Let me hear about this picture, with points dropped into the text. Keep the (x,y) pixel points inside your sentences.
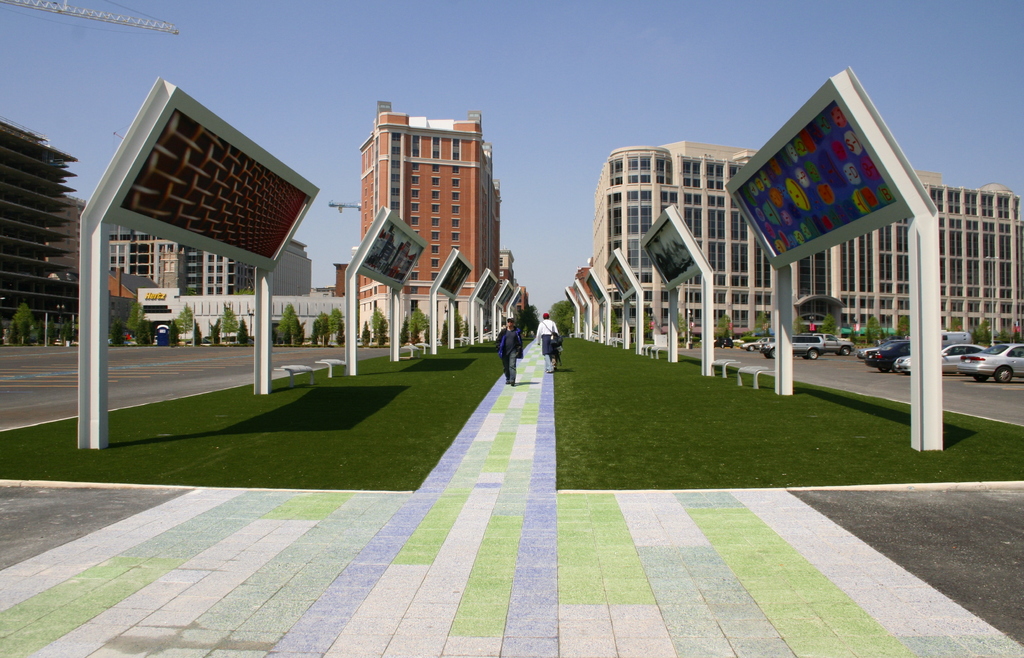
In this picture I can see there is a walkway (519,363) and there are few people (544,345) walking on it, there is grass (399,431) on the both sides of the walkway (507,463). In the backdrop (565,215), there are trees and there is a building (25,197) on left side (27,214), it is under construction and there is a crane (78,11) at left side (37,5) and the sky (41,17) is clear.
